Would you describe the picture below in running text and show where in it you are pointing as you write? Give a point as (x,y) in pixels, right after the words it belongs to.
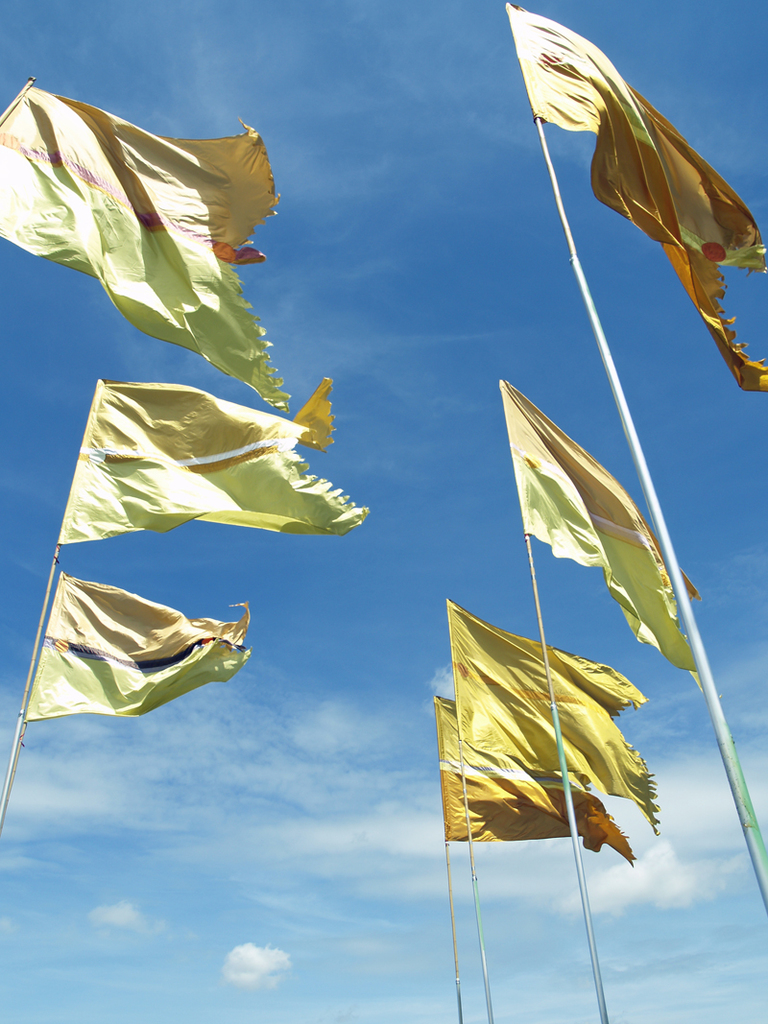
In this image we can see flags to the flag posts (585,302) and sky (453,444) in the background (354,198).
